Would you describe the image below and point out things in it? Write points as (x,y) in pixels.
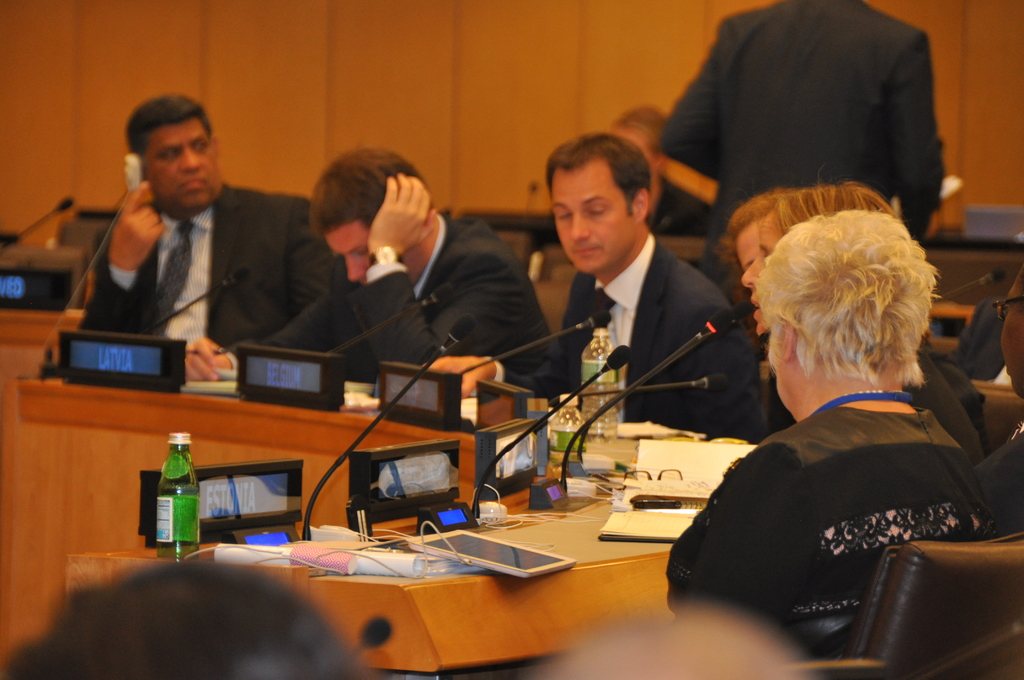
people (280,279) are sitting. the person (812,507) at the right (785,528) is speaking. in front of them there is a table (652,543) on which there are bottles (186,496), microphones (446,341), cables (422,553), gadgets (495,549), papers (641,515). behind them a person (765,148) is standing.
